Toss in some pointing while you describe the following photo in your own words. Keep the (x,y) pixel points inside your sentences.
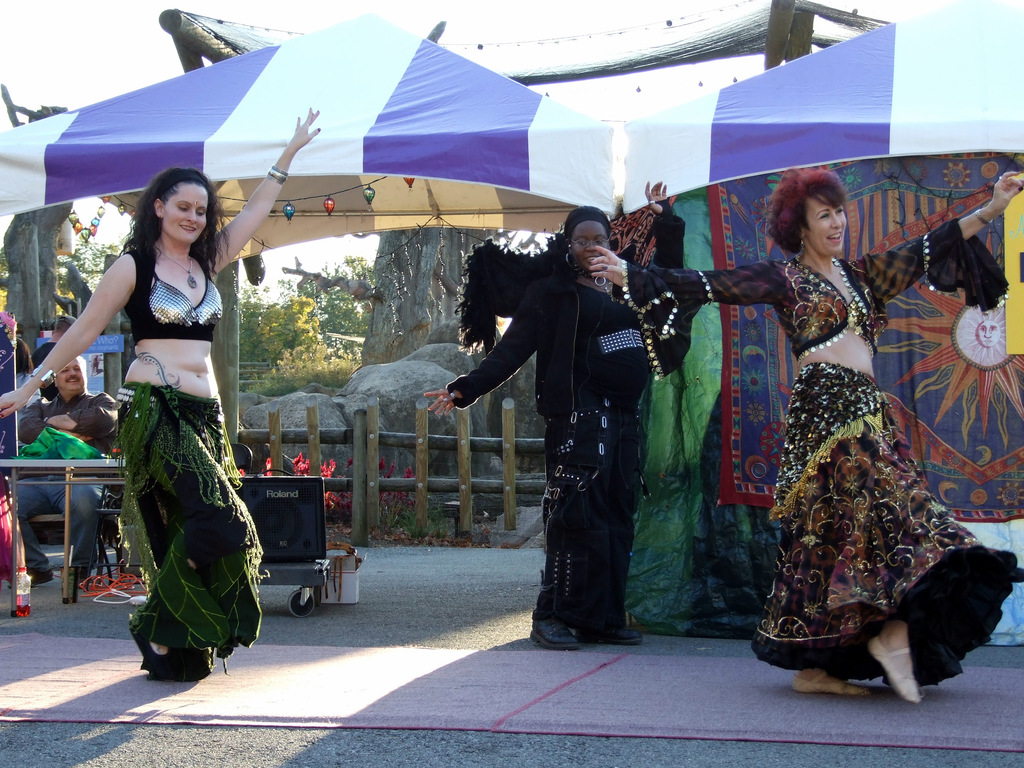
In this image I can see three women (566,302) dancing and a person (78,401) behind watching them and a wooden fencing (365,430) and rocks (408,368) behind and trees (289,331) and a tent (434,81).
